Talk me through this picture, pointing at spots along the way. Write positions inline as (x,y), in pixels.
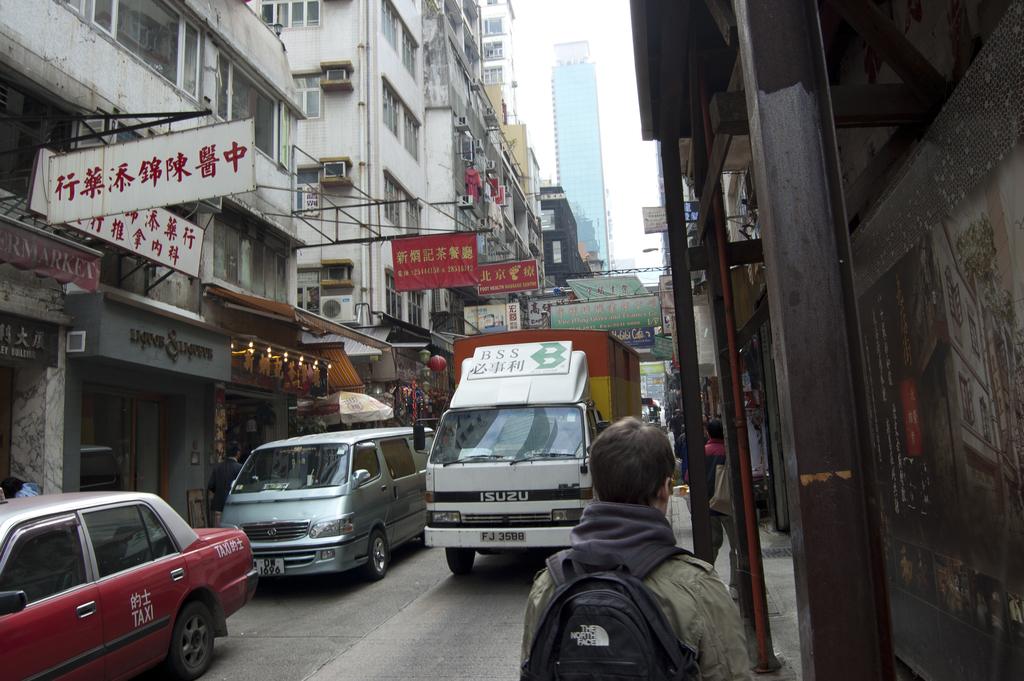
This image is clicked on the road (393,605). There are vehicles (333,498) moving on the road (339,621). To the right (784,622) there is a walkway (769,597). There are people (716,608) walking on the walkway (784,622). On the either sides of the road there are buildings (236,281). There are boards (117,226) with text (412,271) on the buildings (391,271). At the top (553,16) there is the sky (515,49).
